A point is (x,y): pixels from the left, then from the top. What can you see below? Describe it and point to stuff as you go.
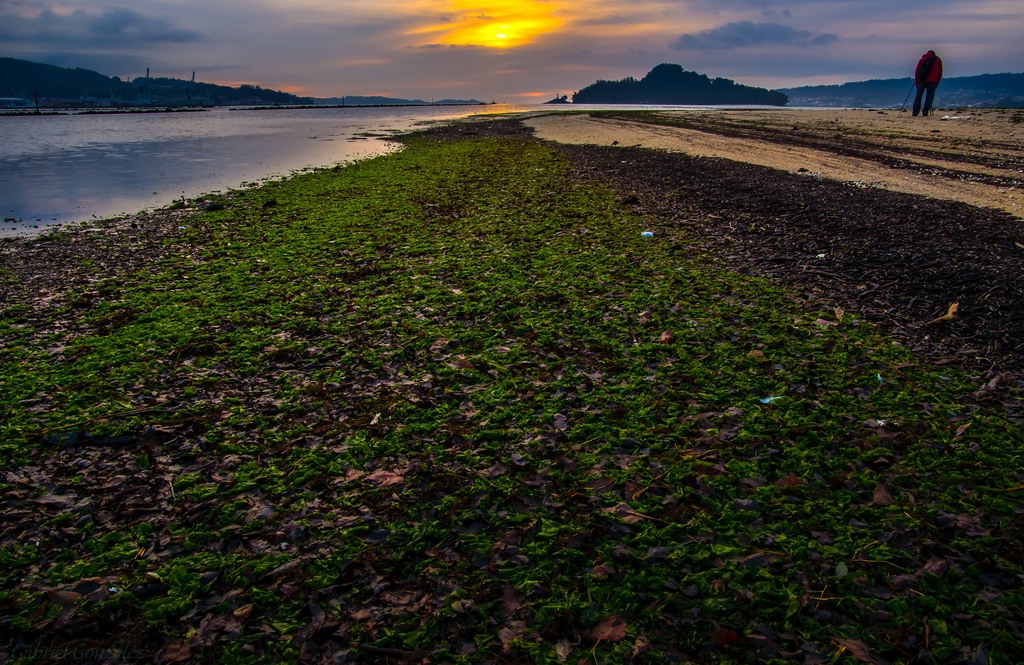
In this image I can see grass (482,289), water (11,158), clouds (678,16), the sky (582,66) and here I can see one person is standing.
